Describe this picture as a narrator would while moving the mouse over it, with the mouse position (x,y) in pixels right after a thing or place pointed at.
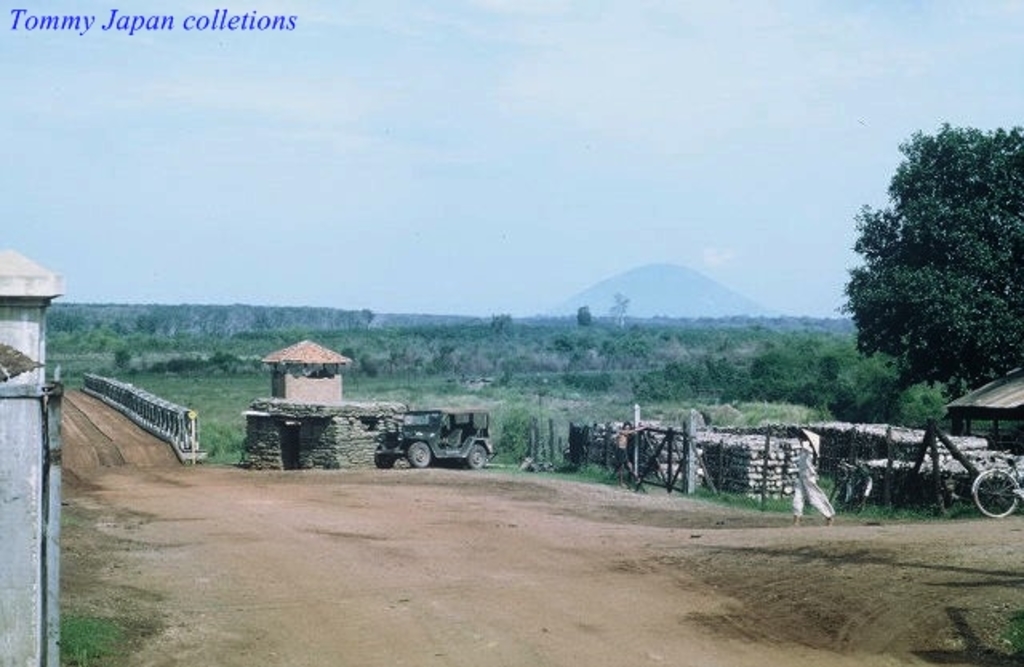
In this image I can see the vehicle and I can also see few wooden objects (769,487). In the background (813,382) I can see the shed (310,380), the bridge (105,408), few plants (414,391) and trees (916,309) in green color and the sky (530,165) is in white color and I can also see the mountain (651,273).
